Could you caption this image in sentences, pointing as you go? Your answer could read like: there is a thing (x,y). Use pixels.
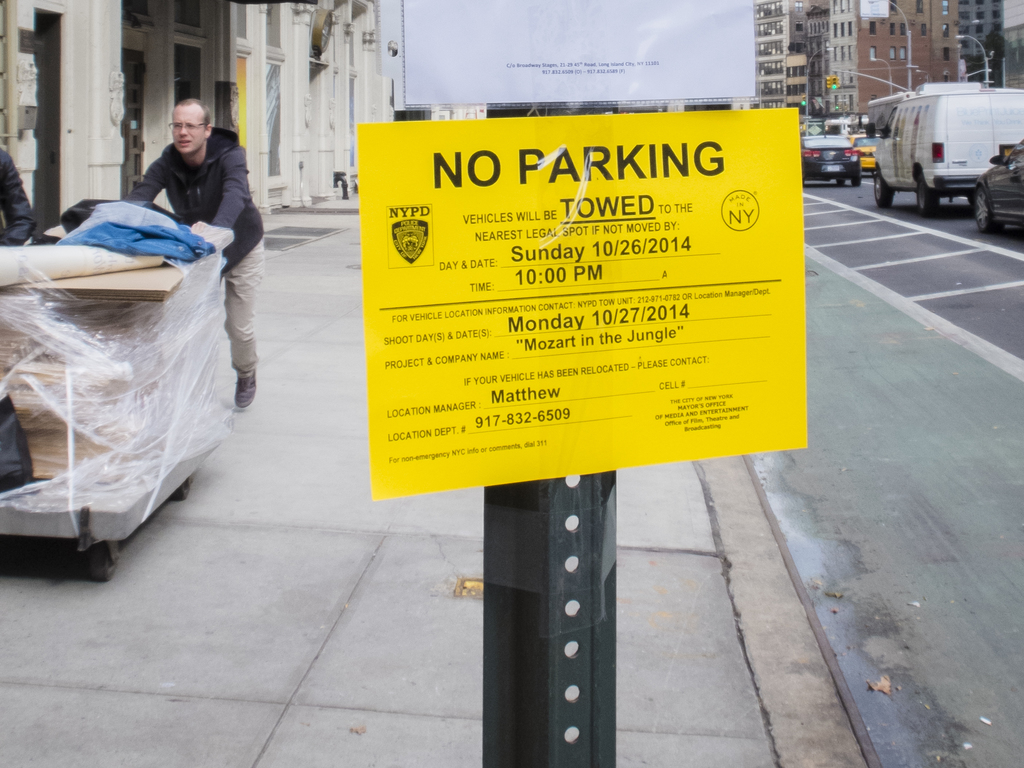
In this image, we can see a person (238,231). We can see the ground (187,648) and an object (56,369) on the left (52,286). There are a few buildings (230,50), poles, vehicles (827,150). We can see some boards (495,143) with text (504,416).
